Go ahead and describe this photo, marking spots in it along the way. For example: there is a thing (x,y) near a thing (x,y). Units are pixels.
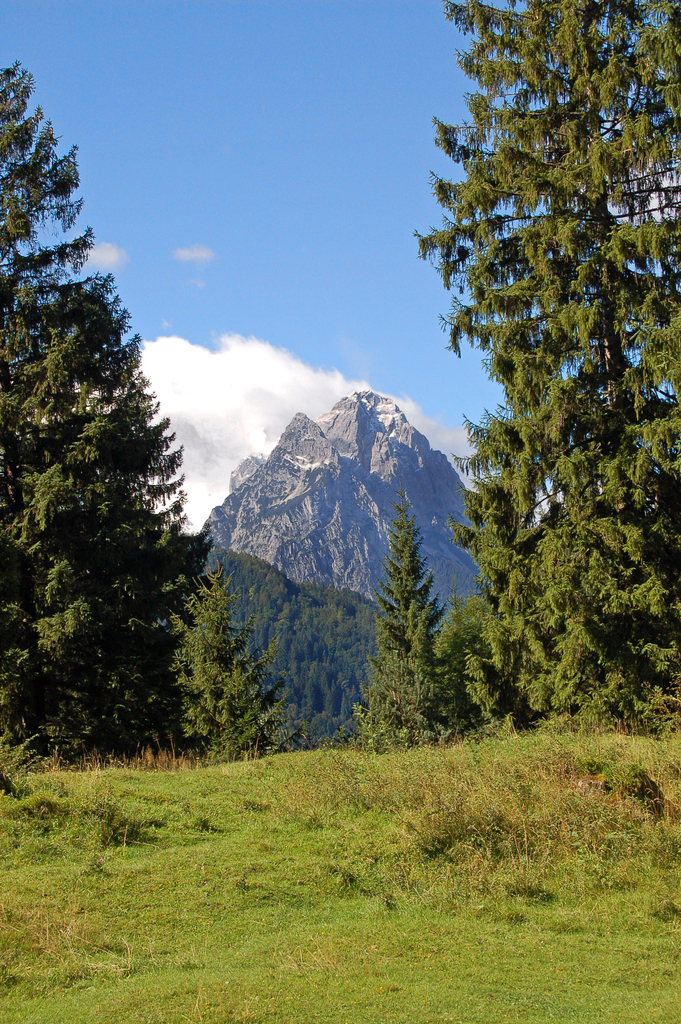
In the center of the image (329,433) there is a mountain (329,433). There are trees (176,688). At the bottom of the image (331,863) there is grass (398,972).
